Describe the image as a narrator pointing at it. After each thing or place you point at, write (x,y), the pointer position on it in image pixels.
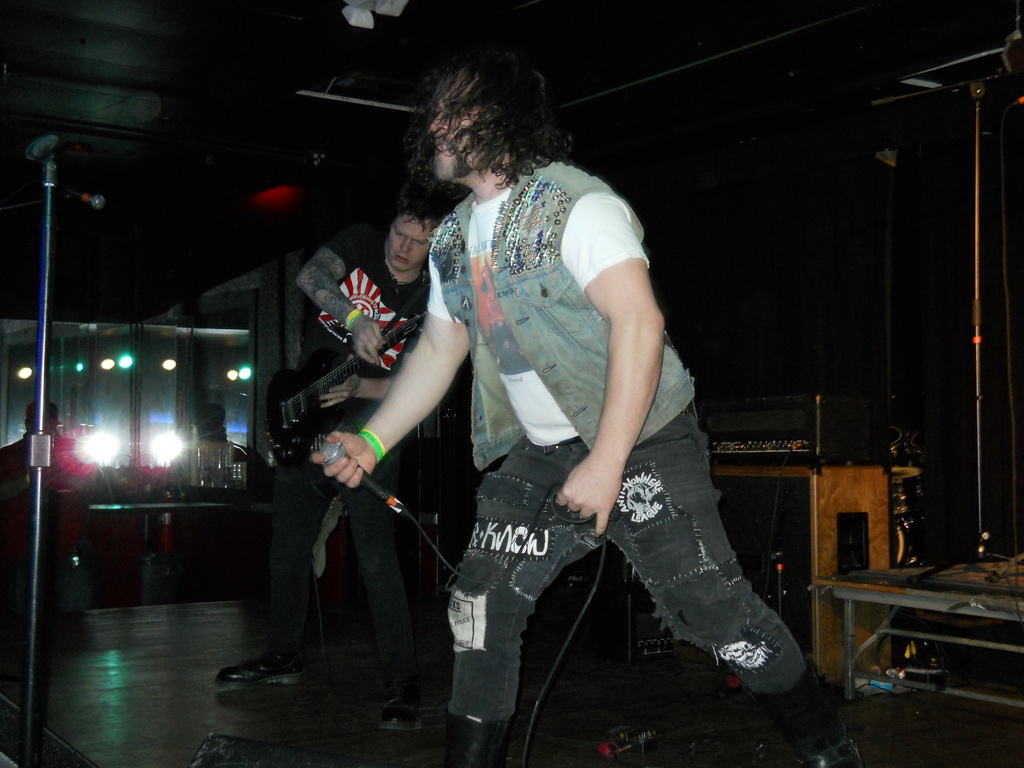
In this image there is a person (526,482) holding a mic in his hand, beside him there is another person (338,392) standing and holding a guitar (311,399) in his hand (375,325), in front of them there is a mic (38,517), behind them there are some electronic and musical equipment (852,555), behind that there is a curtain (794,230), at the top of the image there are lights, beside them there is a person (44,503) standing and there are glass walls (177,385) with lamps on top of it and there are some objects (202,483) on the platform (231,515), on the floor (663,739) there are some objects (605,750).
